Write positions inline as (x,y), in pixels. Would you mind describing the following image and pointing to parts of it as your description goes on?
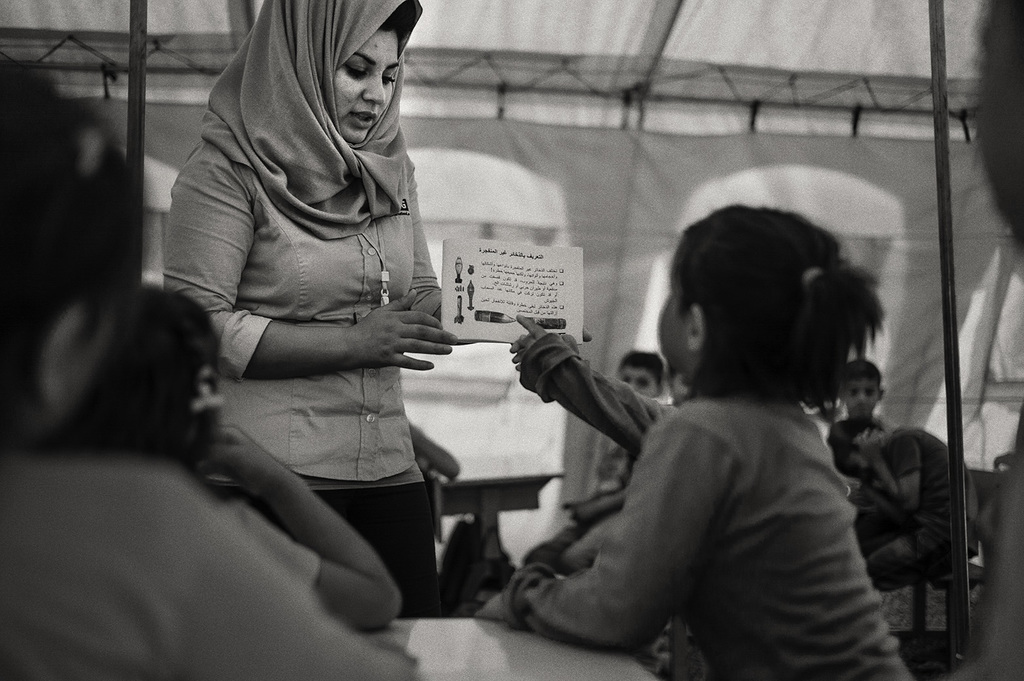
In this picture we can see the woman (295,374) standing in the front (285,345) and holding the paper (548,303) in the hand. In the front (688,455) there is a small girl (620,631) standing near the table (545,652). Behind we can see the white tent (682,163).
